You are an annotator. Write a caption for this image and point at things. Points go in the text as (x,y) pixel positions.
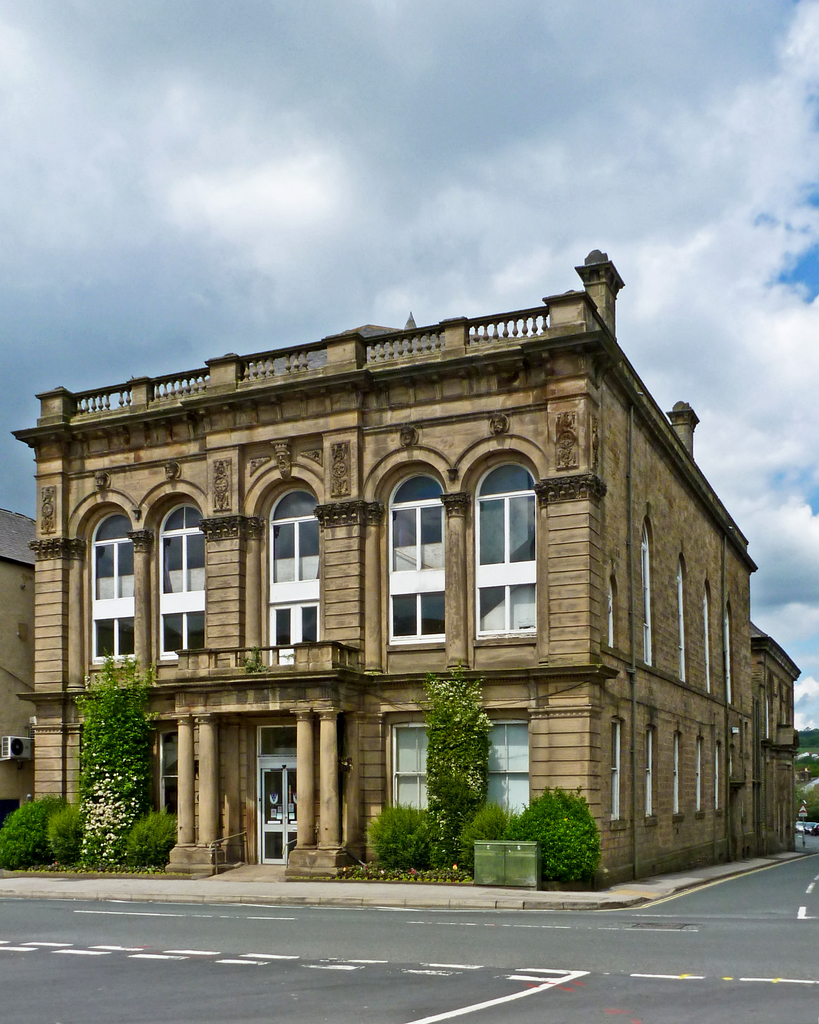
In this picture I can see buildings (333,617), trees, few plants (563,837) and a blue cloudy sky (507,257).
